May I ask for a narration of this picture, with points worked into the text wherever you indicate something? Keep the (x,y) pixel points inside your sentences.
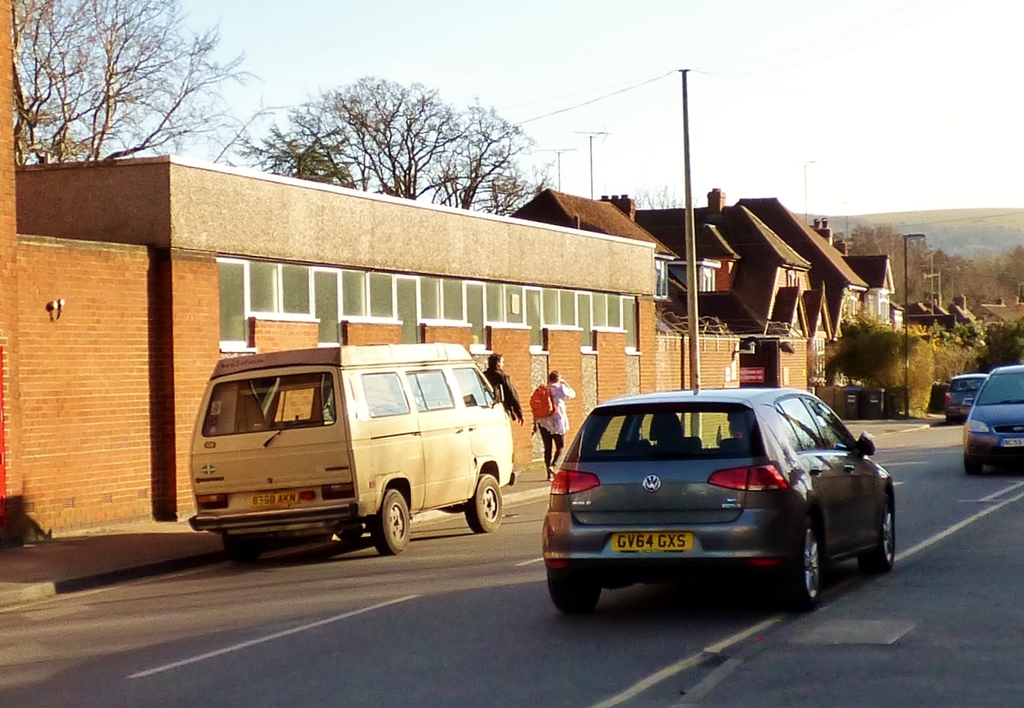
In the foreground of this image (723,549), there are few vehicles (670,514) on the road (610,595). In the middle (558,453), there are two people (517,410) walking on the side path (544,475). We can also see few poles (690,291), buildings (636,260), trees (896,353) and the sky (544,29).
